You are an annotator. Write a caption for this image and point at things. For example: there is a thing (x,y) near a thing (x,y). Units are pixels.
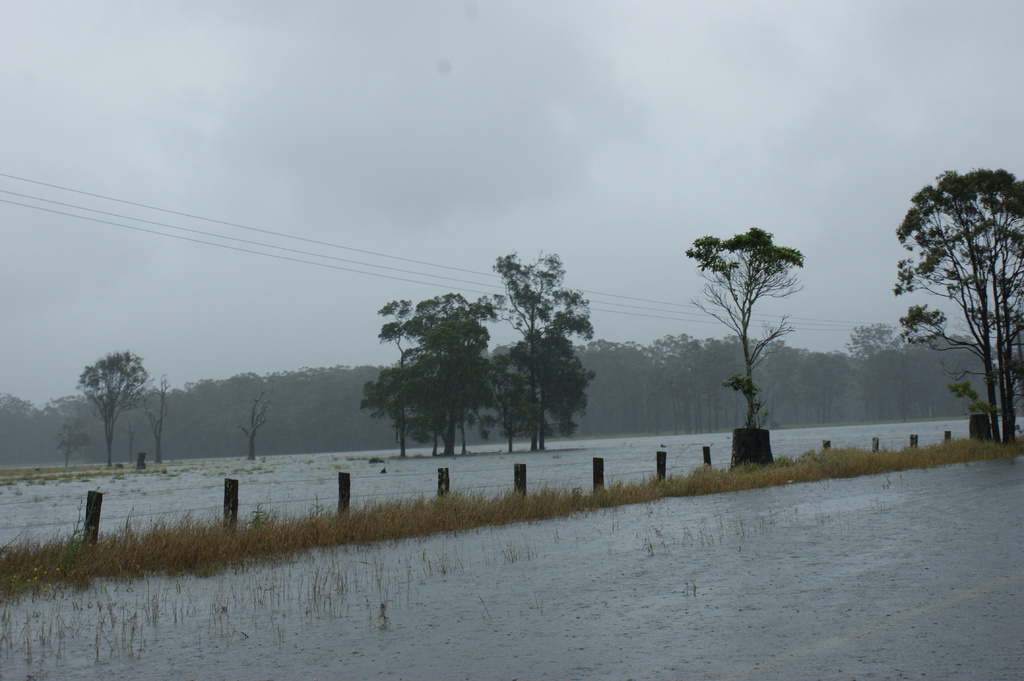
This image consists of water (819,558). At the bottom (384,512), there is dry grass (473,501). In the front (989,399), we can see many trees (510,386). At the top (430,208), the sky (554,198) looks cloudy.
